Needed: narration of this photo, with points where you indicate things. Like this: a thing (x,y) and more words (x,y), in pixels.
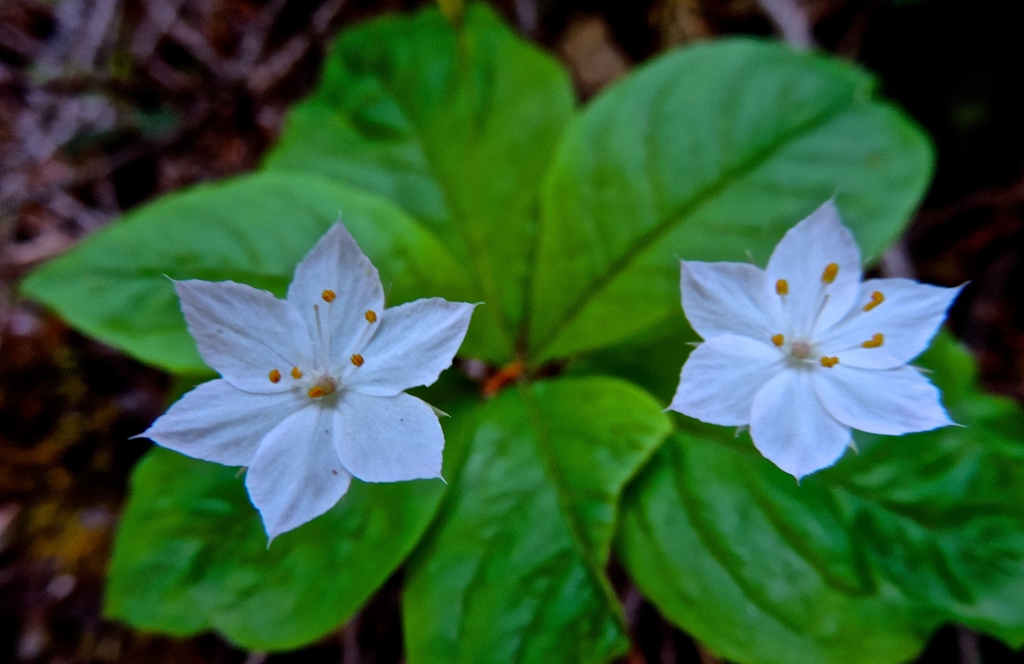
In this image, we can see flowers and leaves (463,10) and the background (60,438) is not clear.
